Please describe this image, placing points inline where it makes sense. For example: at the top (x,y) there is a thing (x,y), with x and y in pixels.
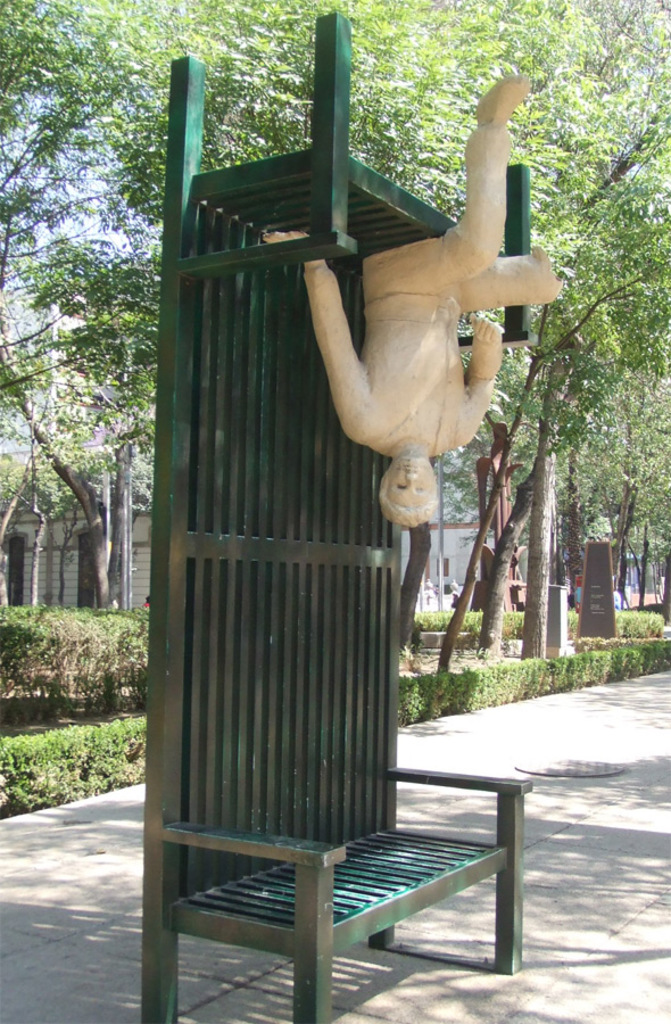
In this image we can see a statue (373,393) on benches (362,833) placed on the ground (559,975). In the background (597,586), we can see a memorial (596,596) on ground (538,1013), a group of trees (490,622), poles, buildings (147,553), plants (80,690) and the sky (59,225).
